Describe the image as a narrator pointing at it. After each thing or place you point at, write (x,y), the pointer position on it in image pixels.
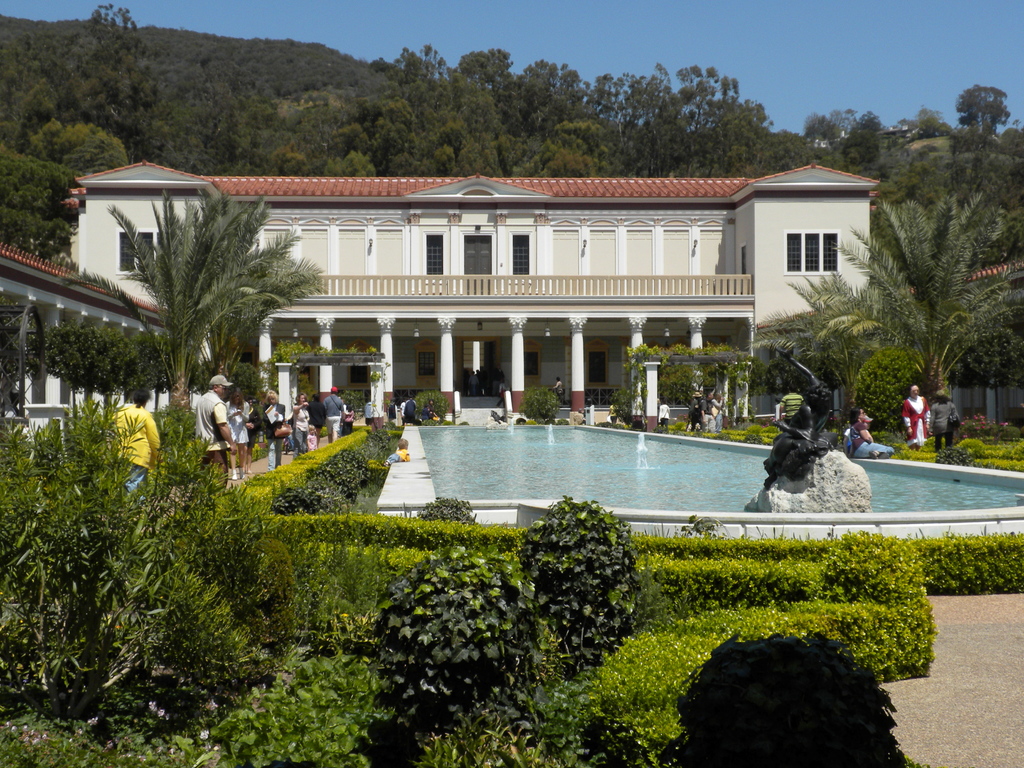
In this image we can see the entrance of the building (482,241). We can also see the trees (231,290), plants (350,607), fountain (561,428) and also some people (219,435) on the path (955,670). In the background (162,81) we can see the hill (299,88), trees (178,101) and also the sky (813,52).
